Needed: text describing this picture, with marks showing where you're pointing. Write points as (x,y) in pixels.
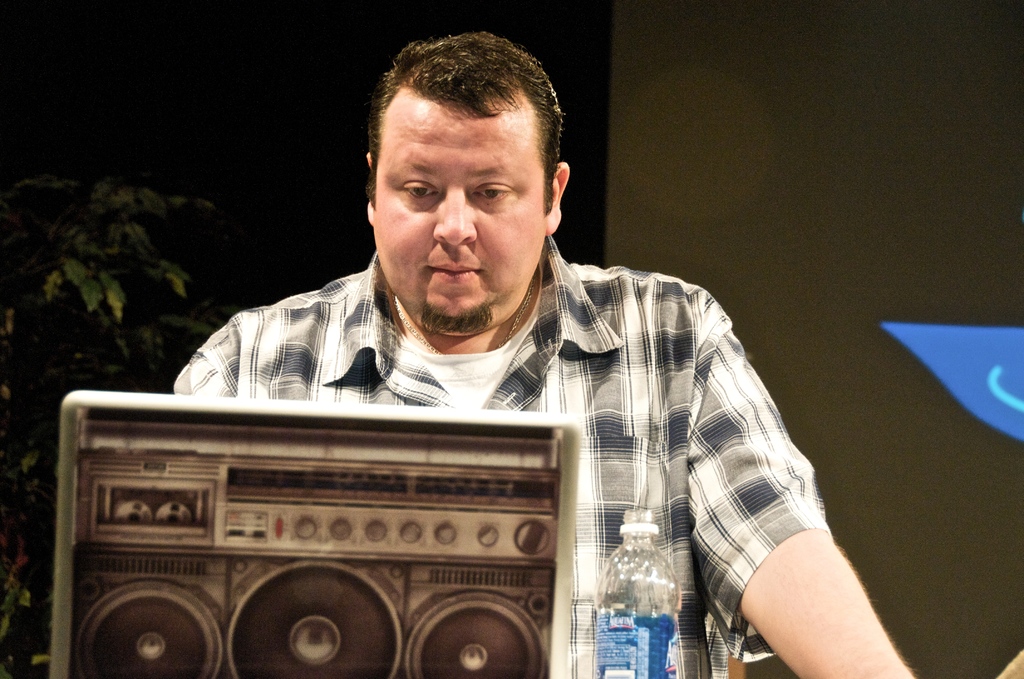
In this picture we can see a man (486,134). And this is an electronic device (440,578). There is a bottle (641,642). And this is the plant (152,257).
